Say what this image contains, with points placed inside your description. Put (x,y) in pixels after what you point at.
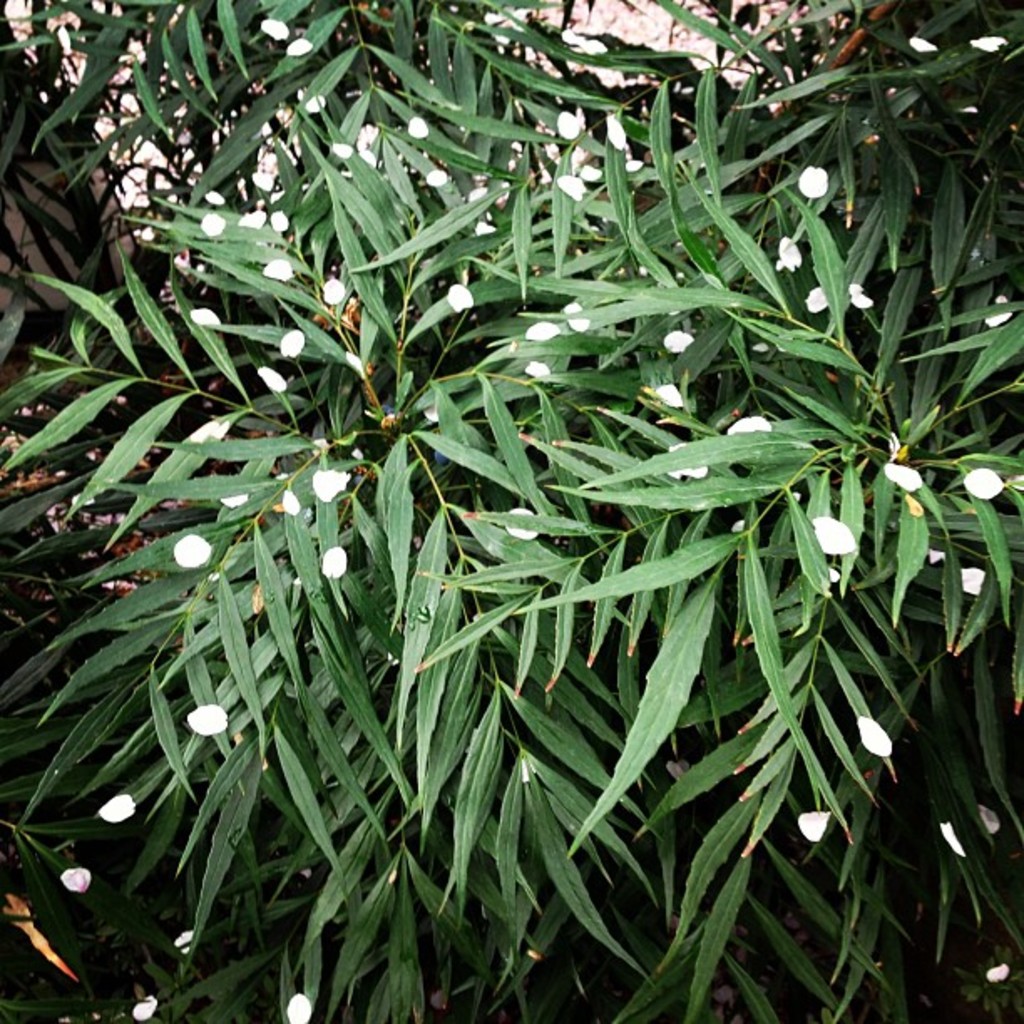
In this image I can see few green color trees (470,378) and white color objects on it.
